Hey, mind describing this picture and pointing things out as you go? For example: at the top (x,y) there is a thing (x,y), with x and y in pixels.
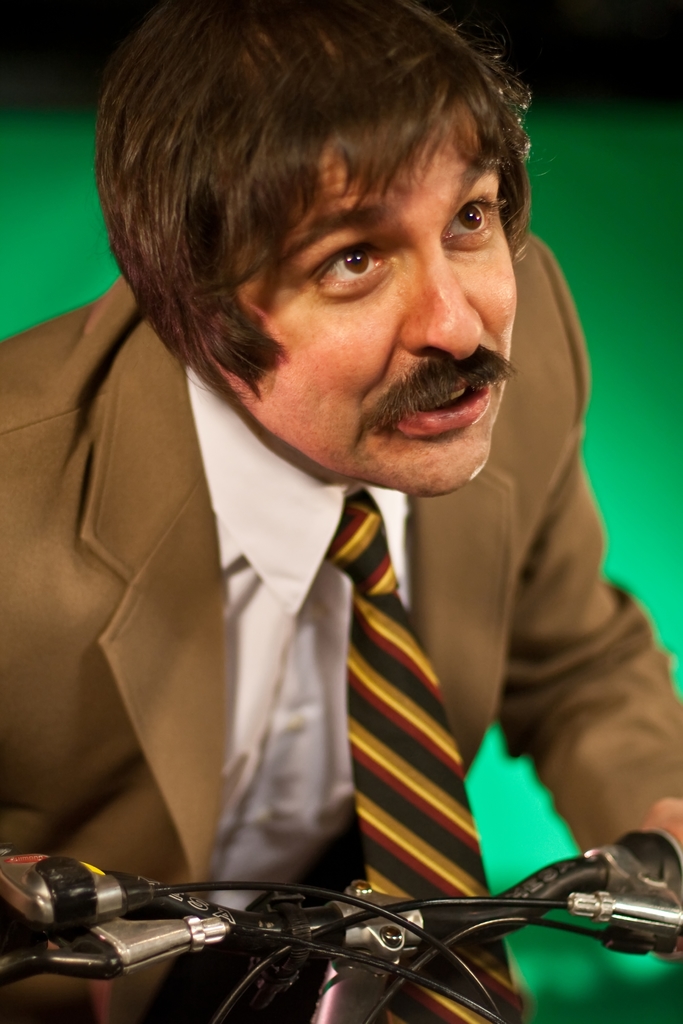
This picture shows a man (279,545) wearing a suit (171,699) on a bicycle (289,910), looking at someone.
